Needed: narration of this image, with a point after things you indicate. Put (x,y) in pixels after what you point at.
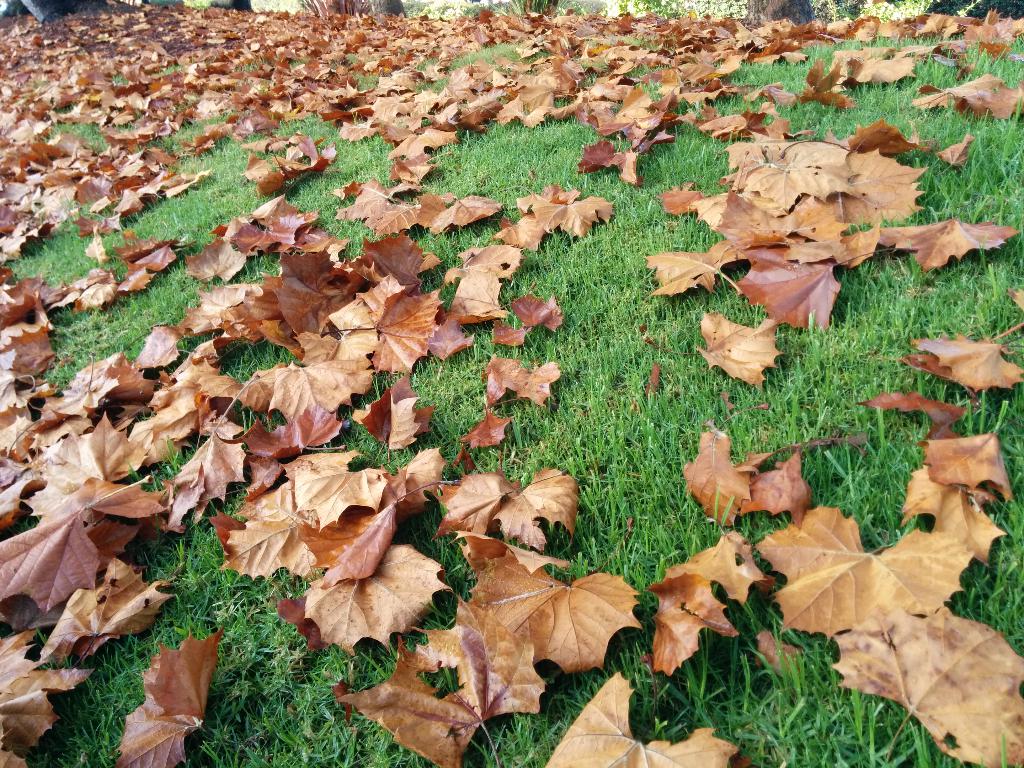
In this image there are many dry leaves (271,319) on the ground (615,308) and the ground (521,274) is full of grass (443,192).
